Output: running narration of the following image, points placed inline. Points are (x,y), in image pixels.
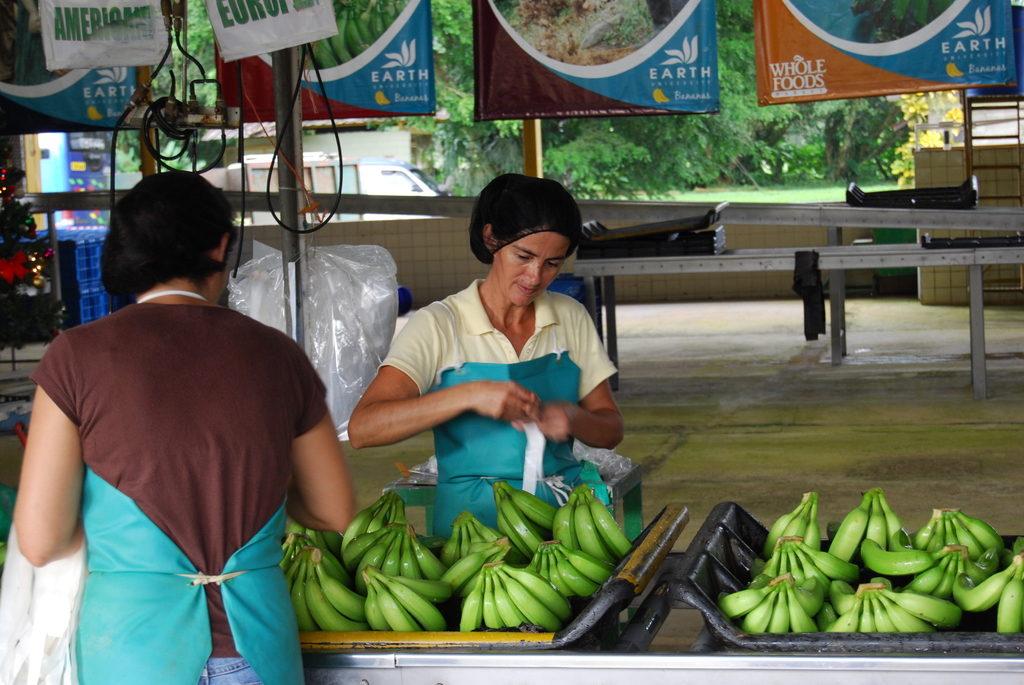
In this image I can see two persons (280,433) standing. There are bananas (788,603) on trays (733,514). There are poles (293,138), banners (825,56), cables (158,162), trees (840,157) and there is a vehicle (375,190). Also there are some other objects (884,257).
